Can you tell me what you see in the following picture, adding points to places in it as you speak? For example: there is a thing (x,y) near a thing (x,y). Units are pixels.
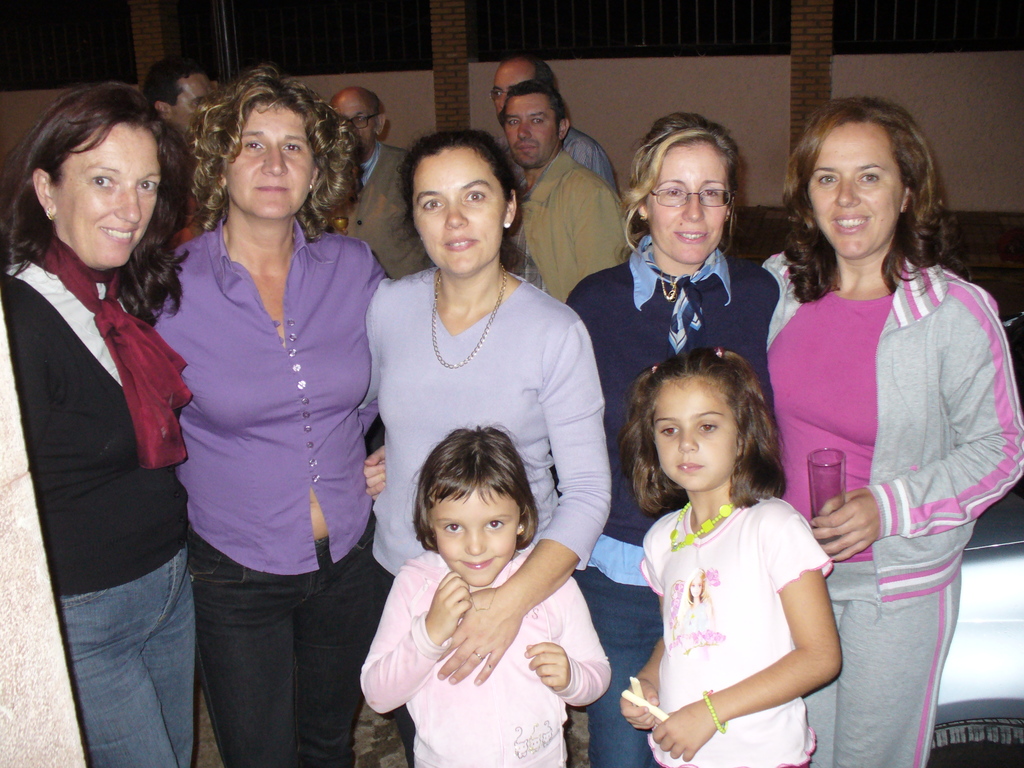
In front of the picture, we see five women (354,375) and two girls (482,550) are standing. Most of them are smiling and they are posing for the photo. Behind them, we see four men (584,239) are standing. On the right side (988,581), we see the car (989,636). In the background (669,86), we see a wall (652,67). This picture might be clicked in the dark.
